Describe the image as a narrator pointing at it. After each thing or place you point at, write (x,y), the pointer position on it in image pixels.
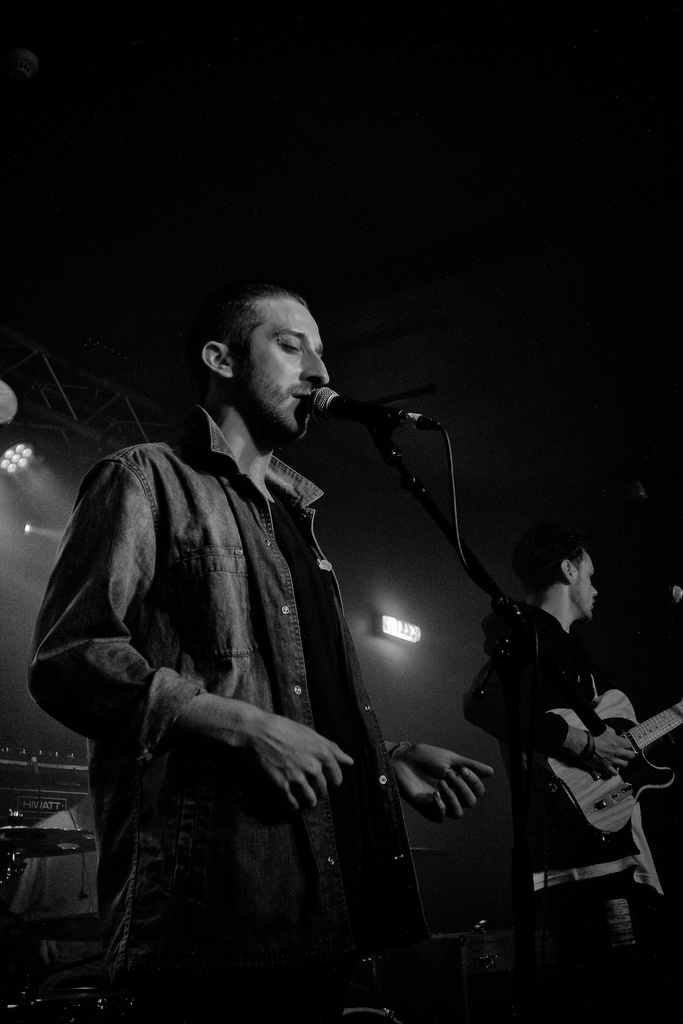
This is a black and white picture, there are two persons (451,753) standing on the stage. The man (538,708) in black shirt (564,725) was holding a guitar (582,777) and the other man (239,629) is singing a song in front of the man (225,583) there is a microphone (329,396) with stand (458,551). Behind the people (223,798) there are some music systems (46,830) and lights (389,634).
